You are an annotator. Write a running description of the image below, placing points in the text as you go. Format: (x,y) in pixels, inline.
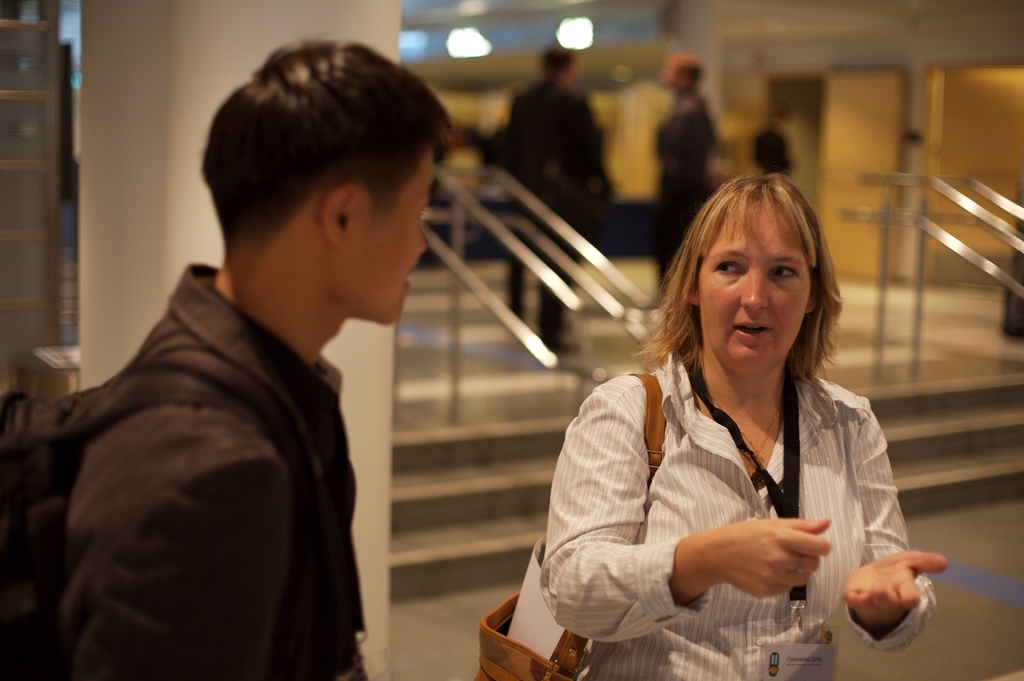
In the foreground (246,224) I can see two persons (604,425) are standing on the floor (467,634). In the background (967,442) I can see a group of people (690,186) on the floor (899,358), steps (969,428), fence (611,259), lights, wall (732,133) and so on. This image is taken may be in a building (462,459) during night.
